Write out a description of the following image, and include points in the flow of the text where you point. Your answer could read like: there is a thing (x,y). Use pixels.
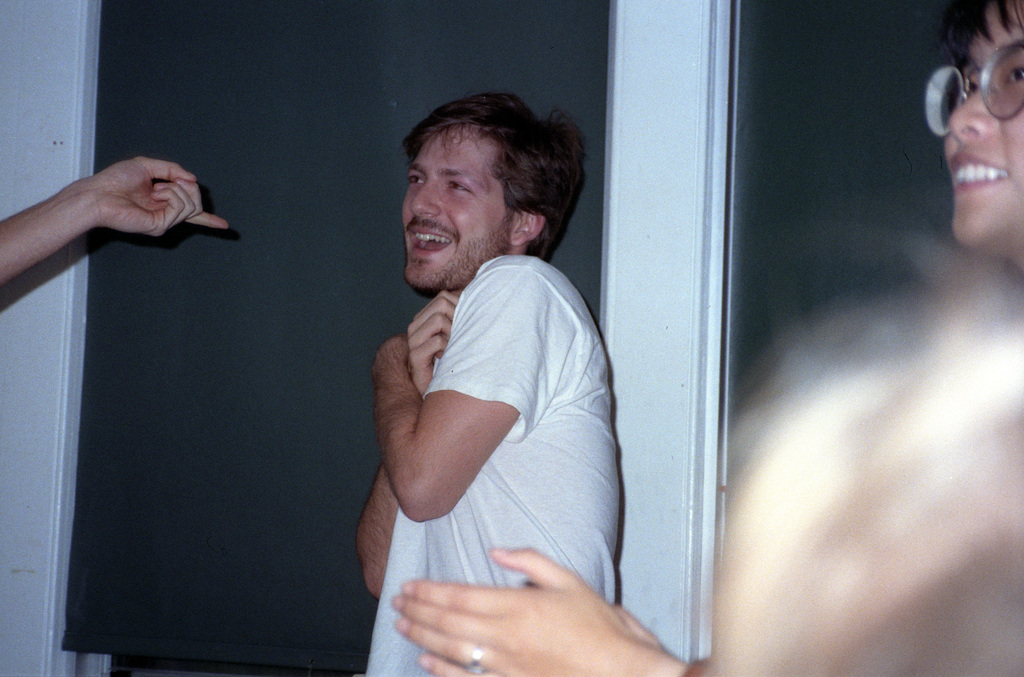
In this image I can see the people (509,281) among them this man (440,384) is standing and wearing a white color T-shirt (431,392).
